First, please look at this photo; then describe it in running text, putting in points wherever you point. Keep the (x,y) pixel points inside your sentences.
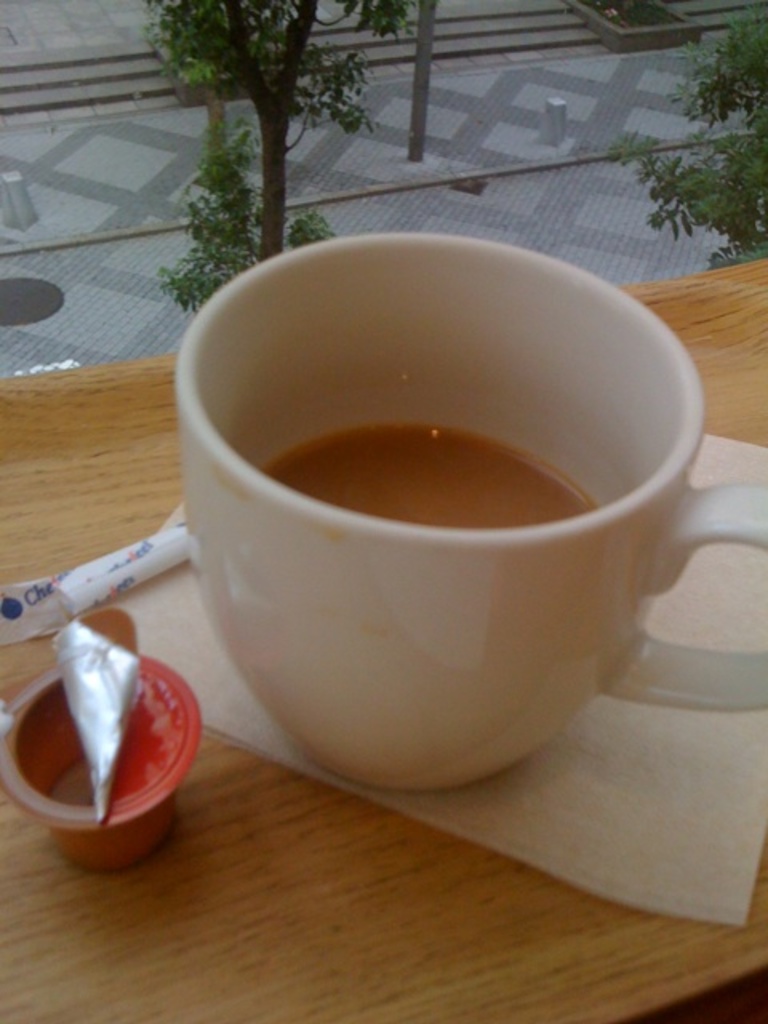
In this image, I can see a cup (488,733) of liquid (446,517), tissue paper (665,819) and few other things (112,743) are placed on the wooden board (402,900). These are the trees (304,4). This looks like a pathway (444,170).
